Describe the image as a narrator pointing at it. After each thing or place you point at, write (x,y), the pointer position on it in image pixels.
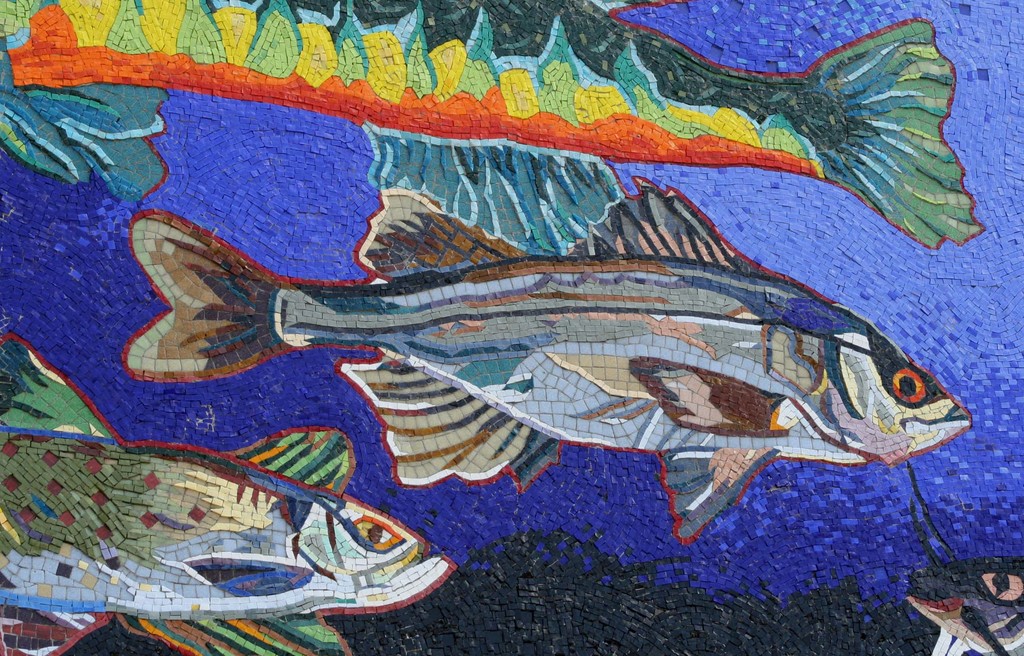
This looks like a painting. There are fishes (217,484) in this image.
